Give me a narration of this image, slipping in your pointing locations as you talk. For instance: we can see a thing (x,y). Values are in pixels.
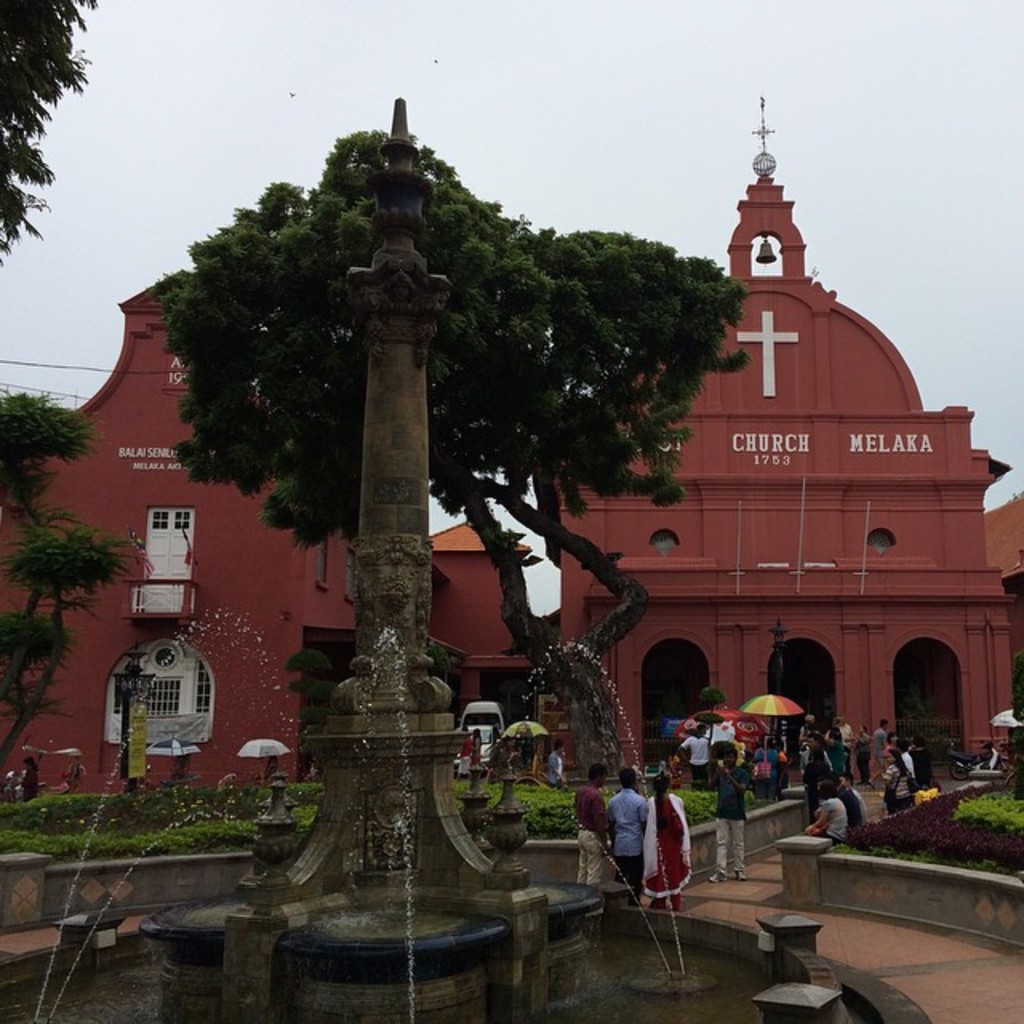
This picture shows couple of buildings (697,527) and we see few people (660,812) walking and few are standing and we see few of them holding umbrellas (750,729) in their hands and we see trees (32,94) and a water fountain (411,450) and we see a cloudy Sky (519,75).
